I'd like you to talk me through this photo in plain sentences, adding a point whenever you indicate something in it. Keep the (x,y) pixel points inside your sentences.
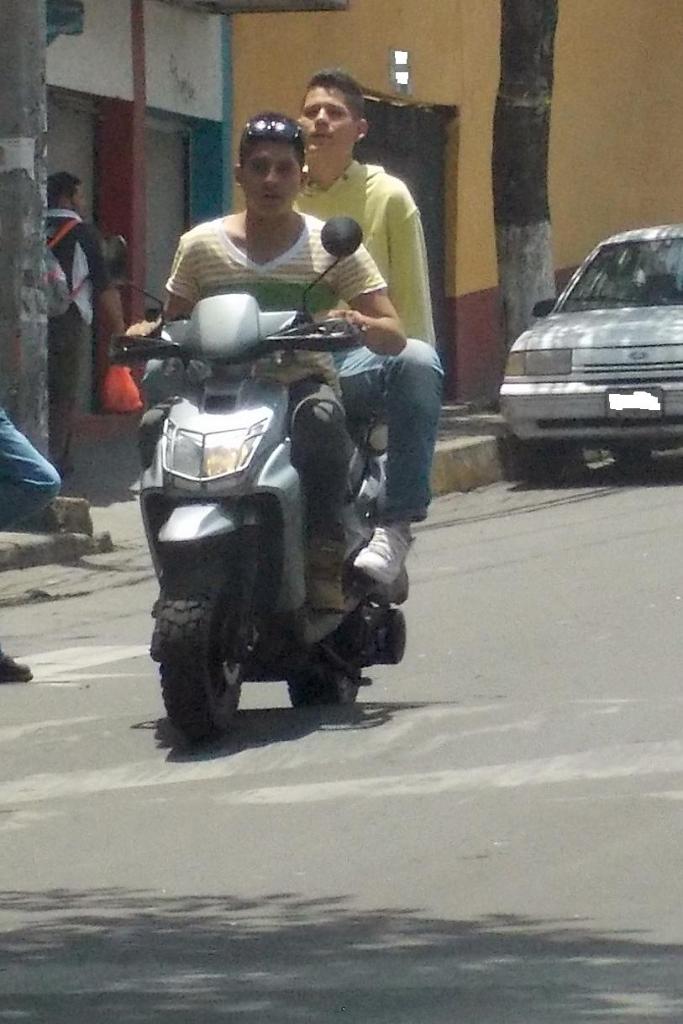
This 2 mans (338,205) are sitting on a motorbike (232,458) and riding. A car (590,430) on road (529,610). This is tree (505,146). This is a building (285,90). This man (83,235) wore bag (69,263) and holding a plastic bag (124,396).
